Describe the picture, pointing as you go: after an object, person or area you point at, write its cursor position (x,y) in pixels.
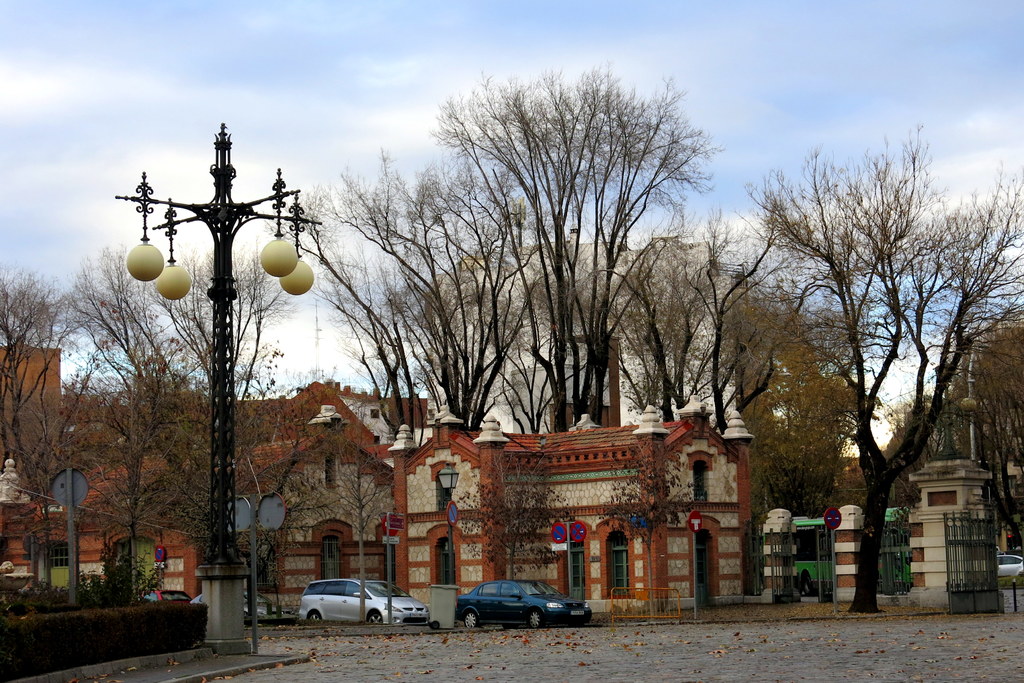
In this picture we can see few poles (228,415), lights (176,275) and vehicles (305,604), in the background (533,510) we can find few sign boards (577,526), trees (519,498) and buildings (569,443).
